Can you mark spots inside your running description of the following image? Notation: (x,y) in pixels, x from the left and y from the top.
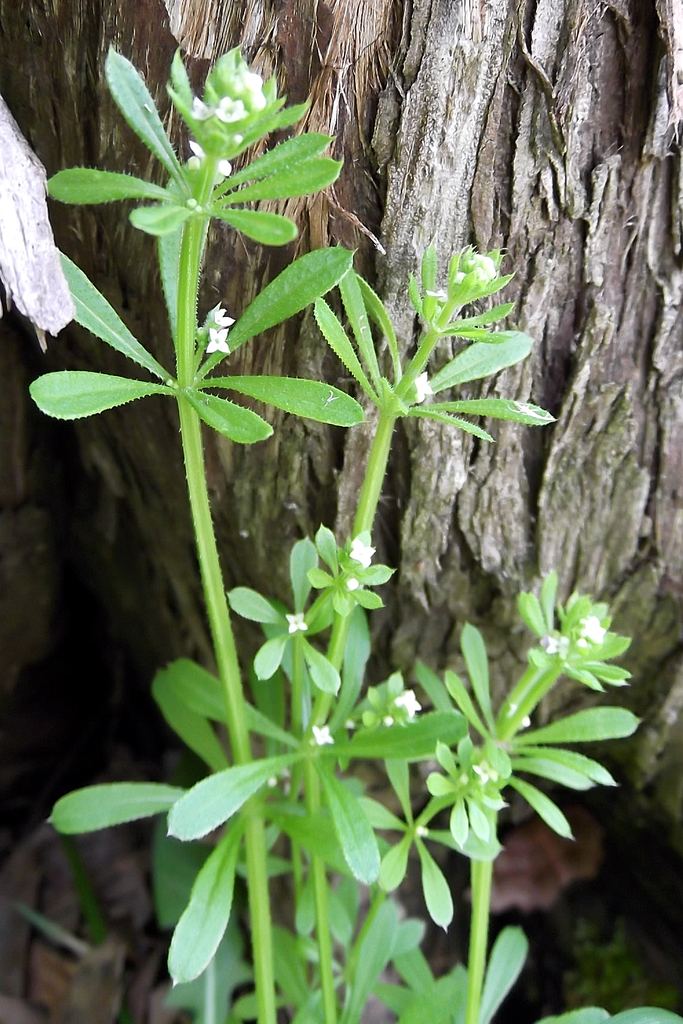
In this picture there is a white color small flowers plant (403,777) in the front (386,980). Behind there is a tree trunk (455,242).
